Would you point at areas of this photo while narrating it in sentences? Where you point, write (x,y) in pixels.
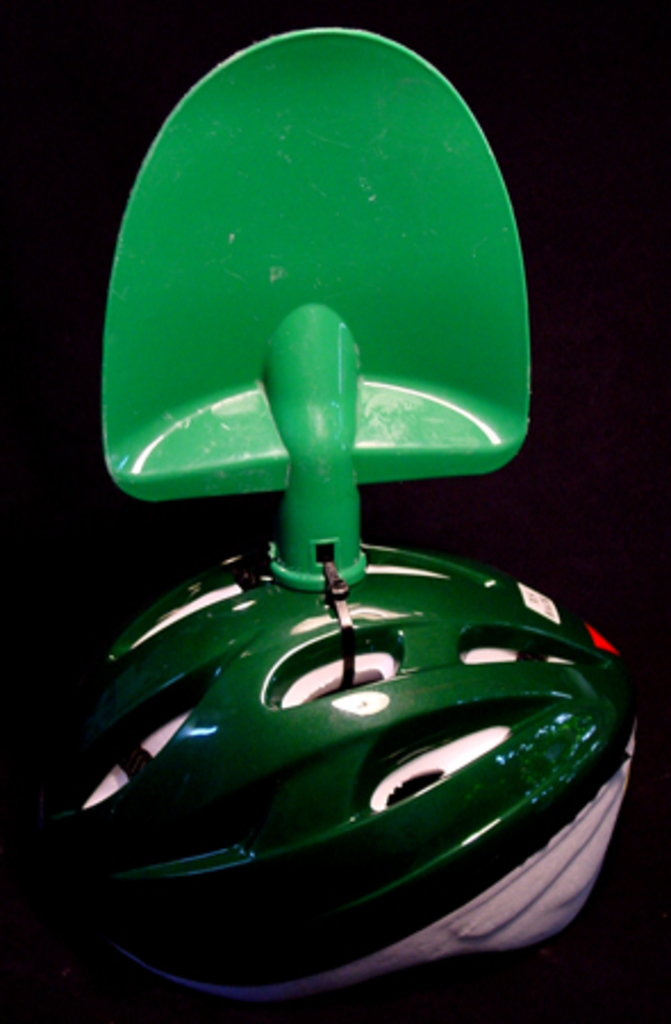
In this image in the center (424,651) there is one helmet (330,695) and one object (309,364).
